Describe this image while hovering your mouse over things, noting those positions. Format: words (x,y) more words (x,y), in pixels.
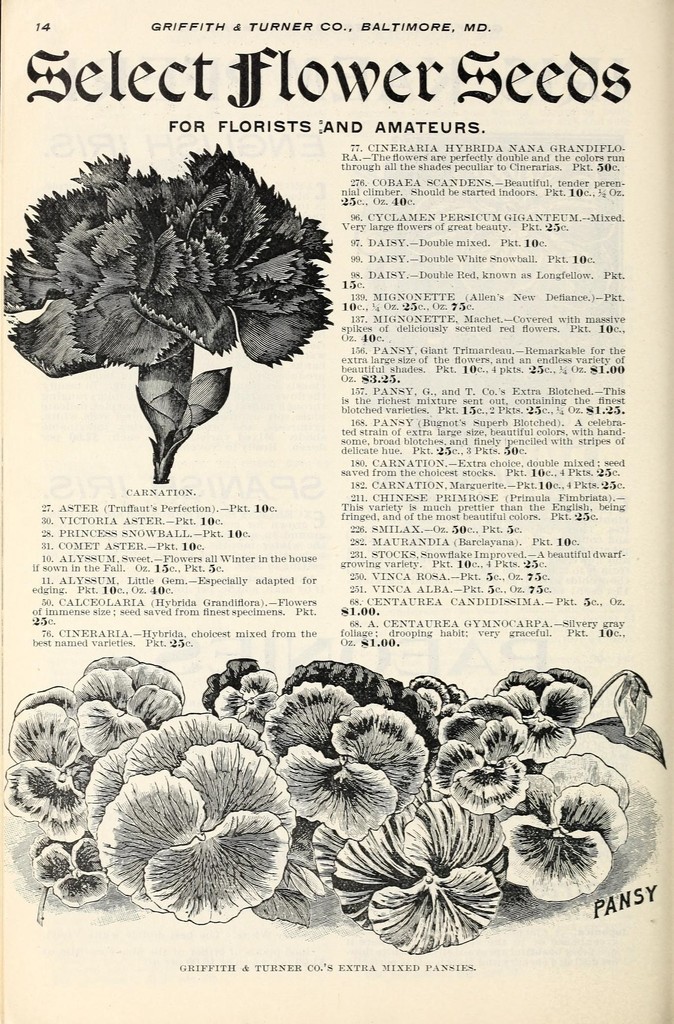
In this image there is a paper (312,878), there is text (522,170) on the paper (377,538), there are numbers (359,579) on the paper (490,675), there are flowers (342,848) on the paper (332,798), the background of the image (285,1007) is white in color.
